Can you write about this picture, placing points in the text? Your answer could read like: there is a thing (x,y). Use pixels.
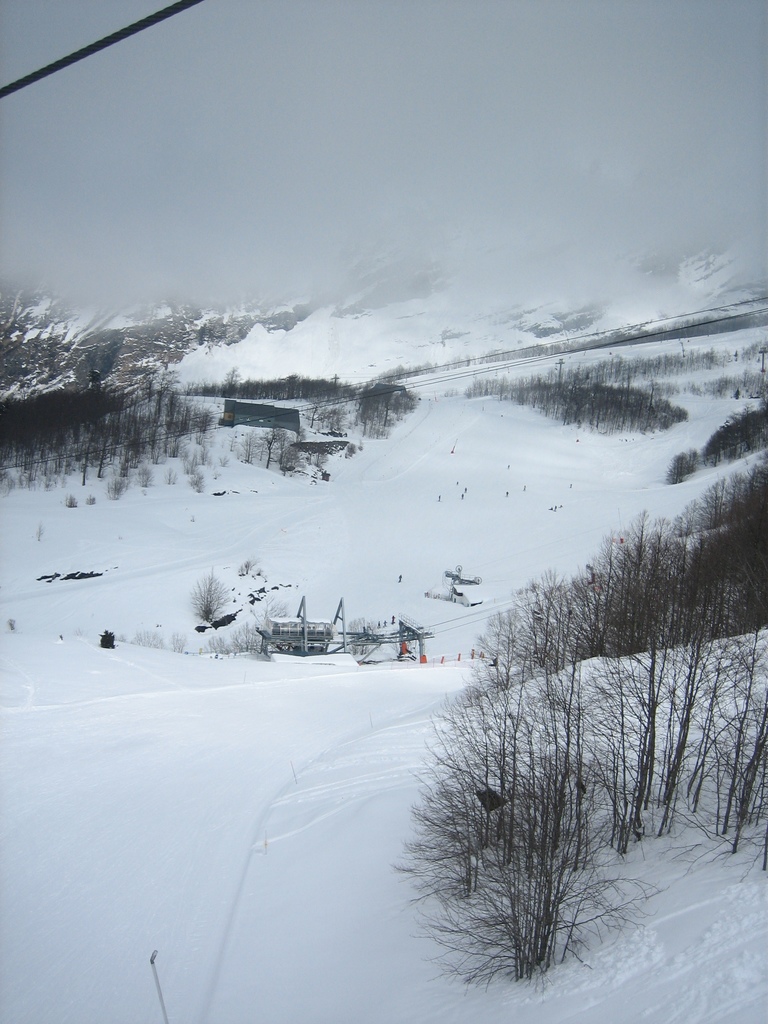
This picture is clicked outside the city. In the center (274,622) we can see the metal rods (374,645) and some other objects (302,654) are placed on the ground (261,481) and the ground (528,453) is covered with a lot of snow (212,878) and we can see the trees (704,535), plants (287,391) and hills (261,323). In the background (251,71) we can see the sky (273,109) and a cable (140,21).
